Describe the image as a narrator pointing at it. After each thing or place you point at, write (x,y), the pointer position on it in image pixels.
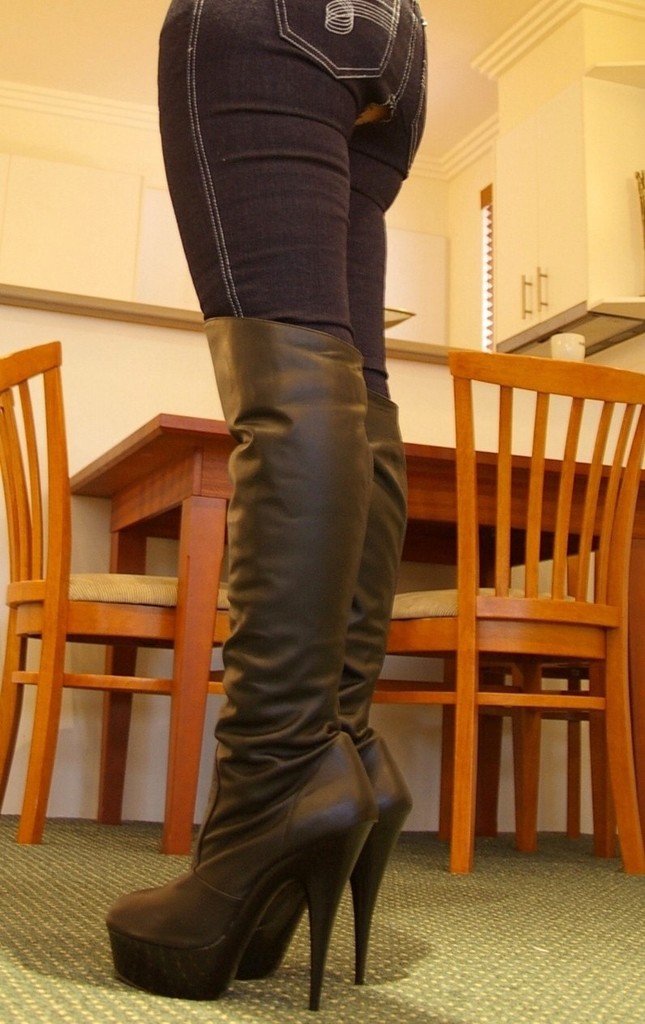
Image is clicked in a room (19,244). There is a dining table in the middle (426,545), it has one table (203,649) and 2 chairs (464,556), one chair (60,545) is on the left side (57,531) and other chair (418,607) on the right side (585,532). There are boards (505,222) on the right side (513,254). There is a woman (301,25) standing in the middle (283,525). She wore shoes (367,823) and Black jeans (297,14).
